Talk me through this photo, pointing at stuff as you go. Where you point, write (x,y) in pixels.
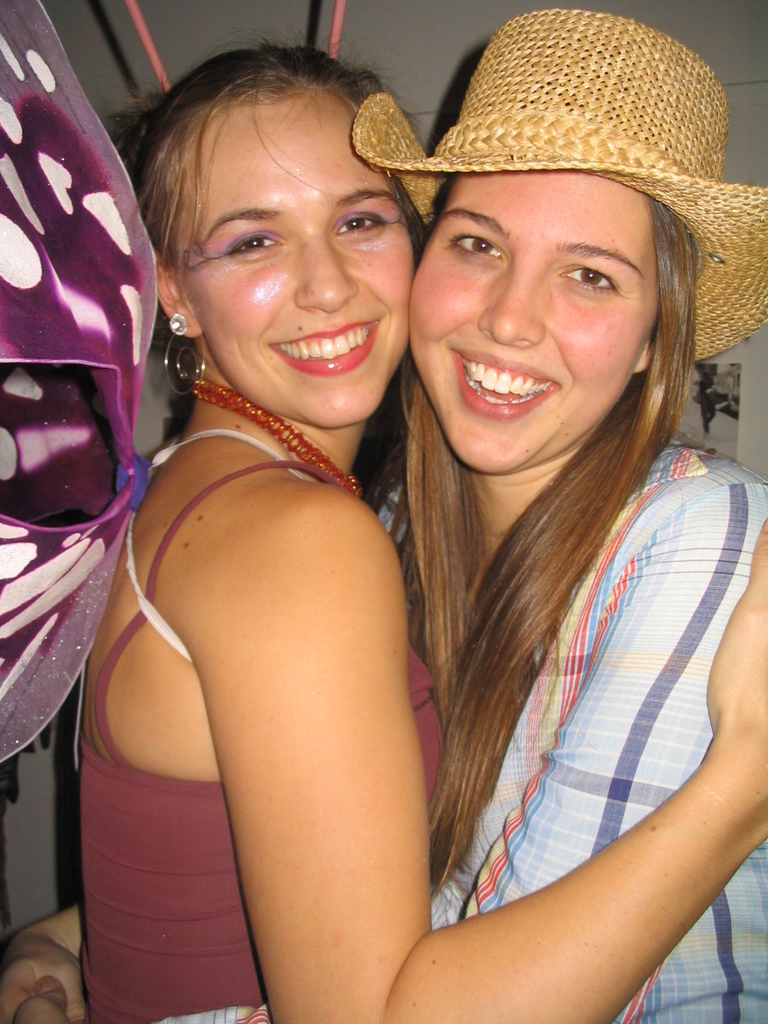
In this picture there are two women (436,477), they are having smiling faces (392,349). On the left (23,137) there is a violet color object (54,279). In the background (395,23) we can see two stick like things (340,30) and wall (449,41).
